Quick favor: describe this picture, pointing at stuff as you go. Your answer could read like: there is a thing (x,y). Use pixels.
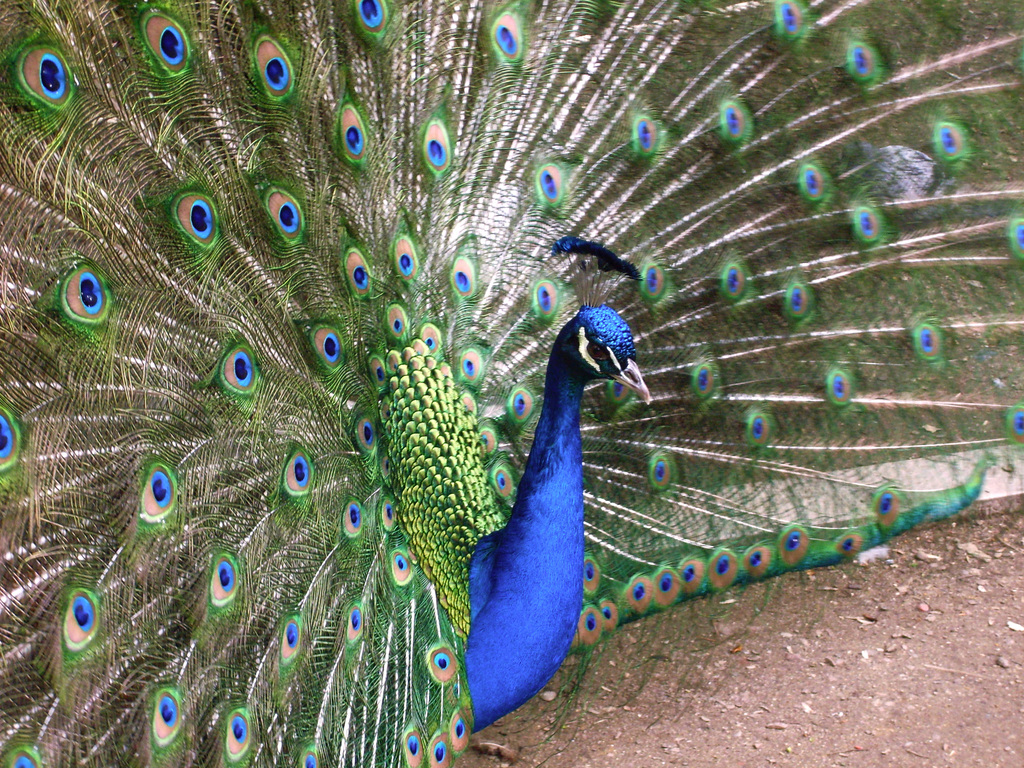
In this image I can see the peacock (472,356) which is in blue and green color. And it is on the ground (725,663).
